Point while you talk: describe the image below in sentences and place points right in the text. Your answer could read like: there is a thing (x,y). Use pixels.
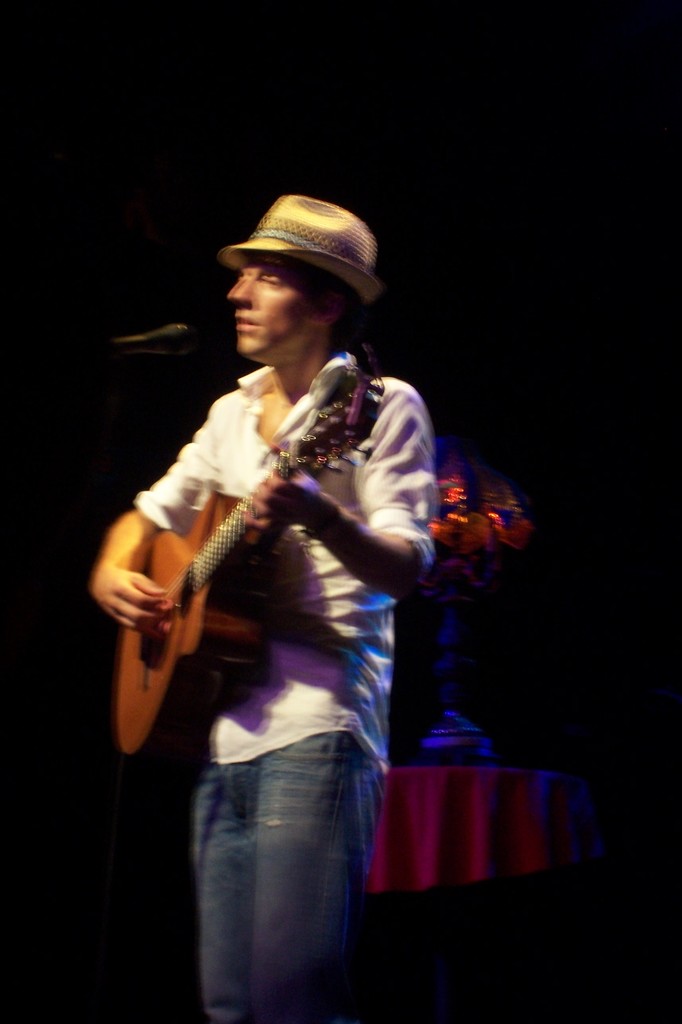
In this image I see a man (286,382) who is wearing hat (373,286) and holding a guitar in his hand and he is standing in front of a mic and I see that he is wearing a white shirt (285,737) and blue jeans (210,962) and it is dark in the background (57,563).
